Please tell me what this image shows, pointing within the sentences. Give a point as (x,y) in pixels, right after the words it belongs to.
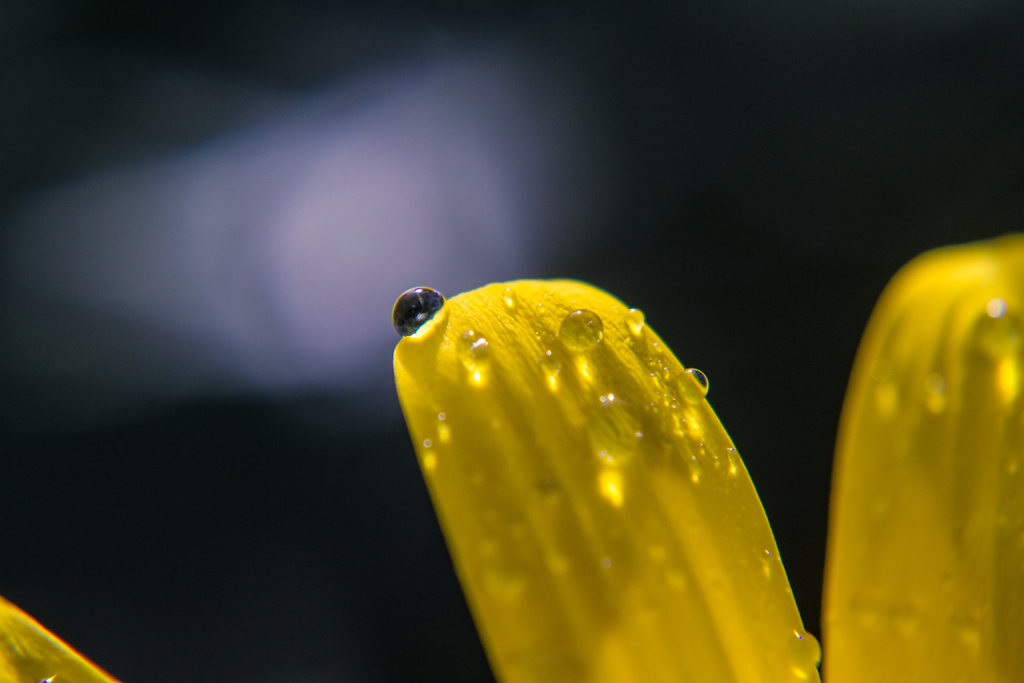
In this picture we can see droplets (605,404) of water (590,335) on the petals (625,418). Behind the petals (606,444), there is the dark background (871,183).
